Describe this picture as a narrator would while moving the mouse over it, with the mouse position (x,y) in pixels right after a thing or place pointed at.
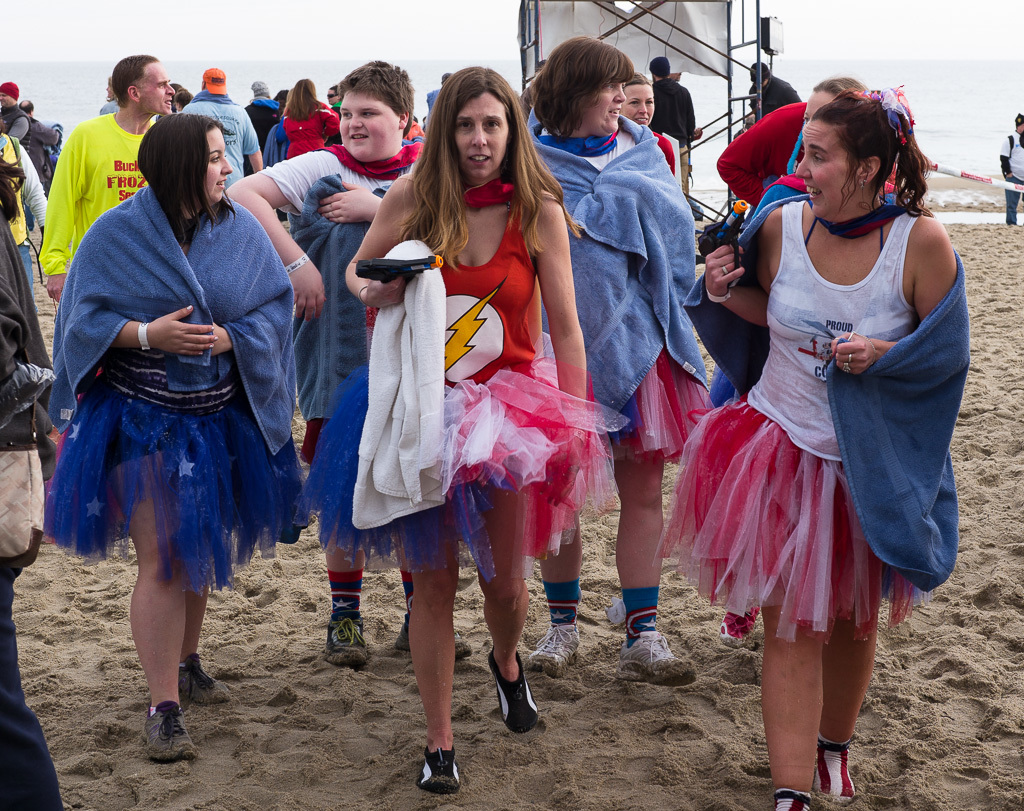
This picture describes about group of people (520,412), few are standing and few are walking, in the background (747,44) we can see few metal rods (748,100) and water (946,84).
